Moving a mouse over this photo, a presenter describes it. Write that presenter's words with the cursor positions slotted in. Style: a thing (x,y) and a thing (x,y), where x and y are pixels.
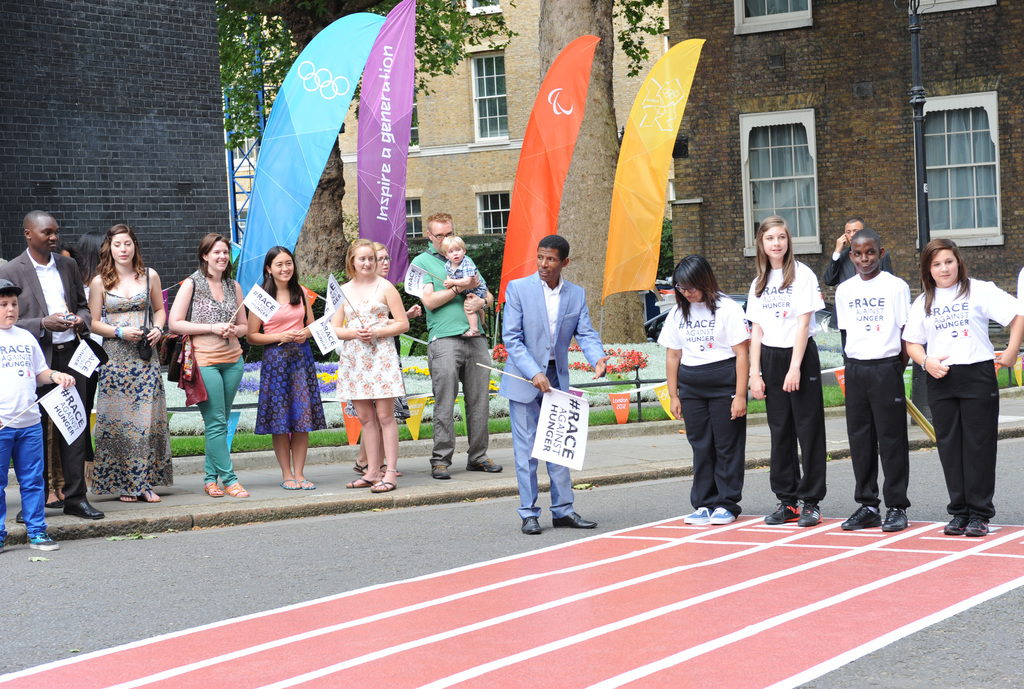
In this image in the center (529,392) there are a group of people (345,355) who are standing and some of them are holding some placards (74,426), at the bottom (587,533) there is a road (843,595). In the background (430,152) there are some houses (792,144) and trees (247,103) and one tower (235,175).
